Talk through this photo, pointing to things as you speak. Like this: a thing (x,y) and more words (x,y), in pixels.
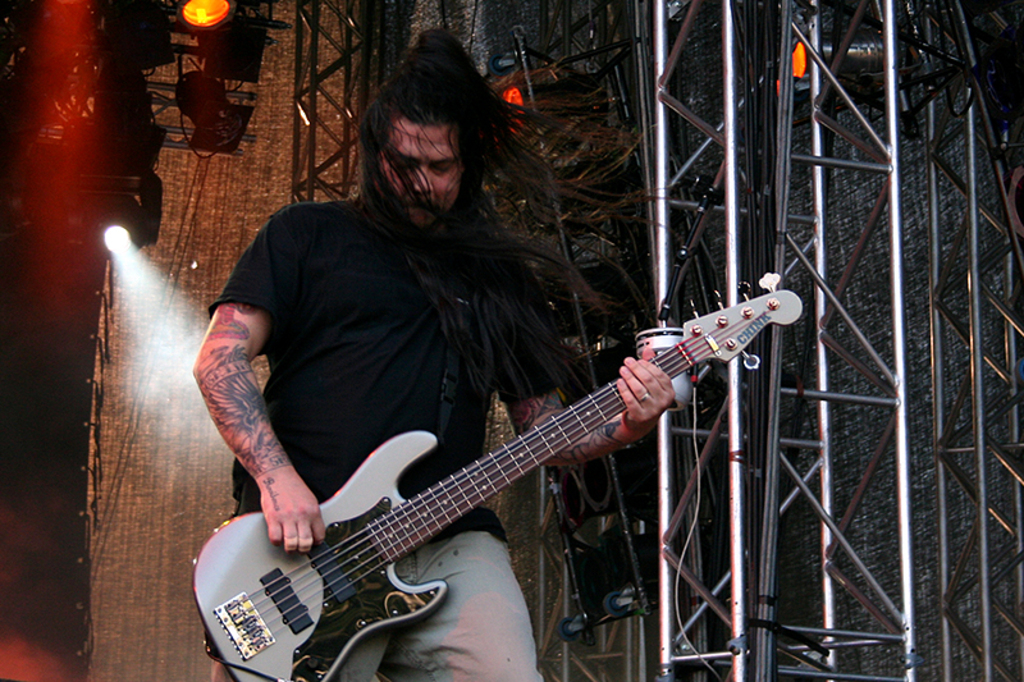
In this image, There is a man (433,484) standing and holding a music instrument (334,585) which is in white color, In the background (743,444) there are some metal rods (873,360) which are in black and white color, In the left side (204,17) in the top (131,164) there is a light (191,21) in yellow color and white color.
